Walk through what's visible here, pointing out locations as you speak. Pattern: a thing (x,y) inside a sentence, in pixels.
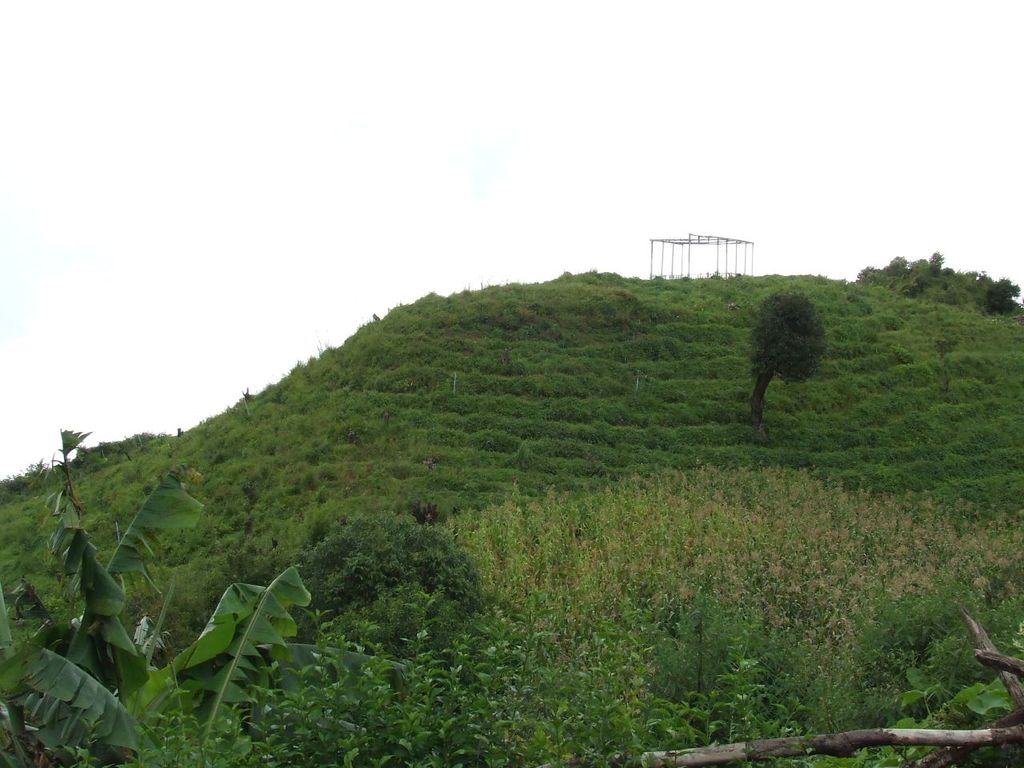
This image is clicked outside. There are trees (124,636) at the bottom (754,678) and middle. There is sky (590,135) at the top (241,197). This looks like a hilly area (481,504).
